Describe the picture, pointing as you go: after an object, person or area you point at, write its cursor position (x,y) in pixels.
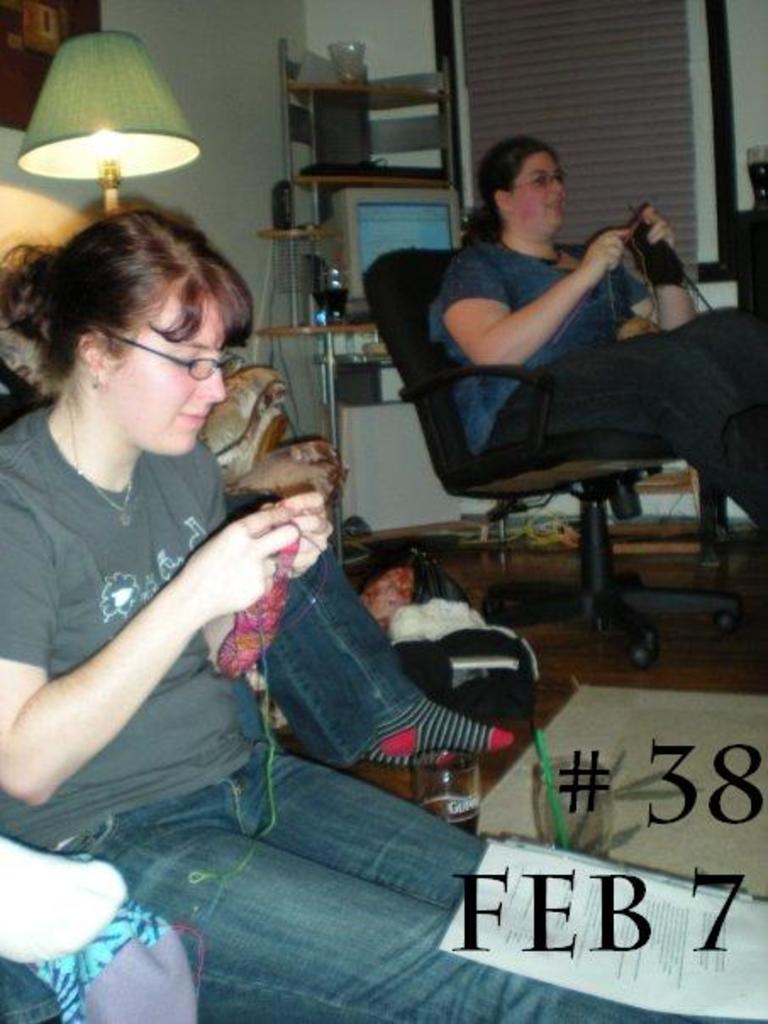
In this image we can see people (186,322) sitting and weaving. There is a glass (470,802) placed on the floor (626,802) and we can see clothes (415,635). In the background (90,153) there is a lamp (43,101), television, table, shelf (356,178), blinds (620,145) and a wall (222,122).
